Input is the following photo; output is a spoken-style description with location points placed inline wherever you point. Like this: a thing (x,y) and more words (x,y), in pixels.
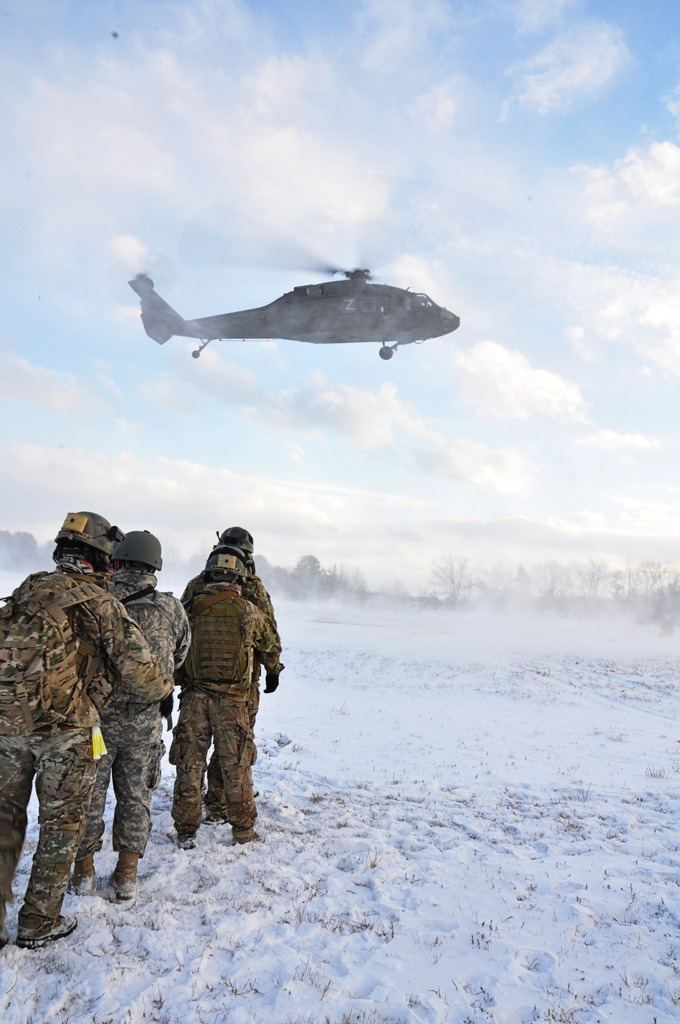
In this image there is the sky (396,169) towards the top of the image (360,190), there are clouds (360,190) in the sky (251,347), there is an aircraft (323,315), there are trees (597,575) towards the right of the image (559,576), there are trees (31,539) towards the left of the image (14,553), there is snow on the ground (416,804), there are four men (190,666) standing towards the left of the image (161,652), they are wearing helmets (159,558), they are wearing bags (52,631).
